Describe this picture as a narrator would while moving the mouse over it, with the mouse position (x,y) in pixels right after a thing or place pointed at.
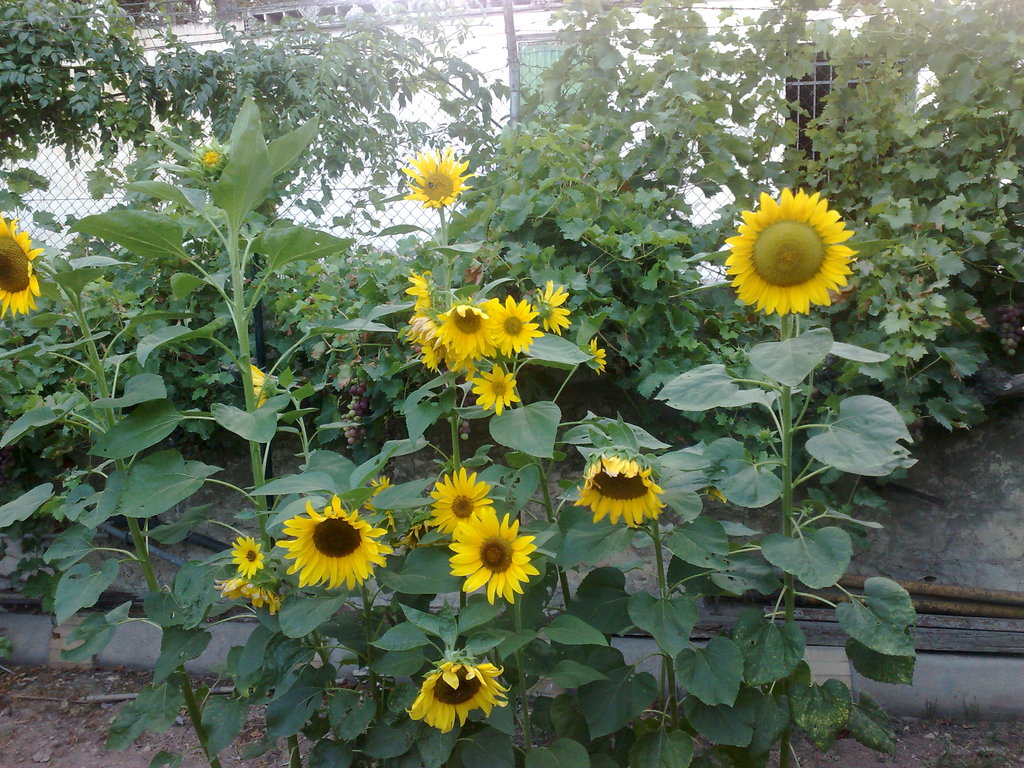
In the image there are sunflowers (453,315) with plants (710,557). Behind the sunflower plant (550,702) there are few plants (24,65) with fencing (512,91). Behind the fencing (446,119) there is a wall (498,105) with windows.
